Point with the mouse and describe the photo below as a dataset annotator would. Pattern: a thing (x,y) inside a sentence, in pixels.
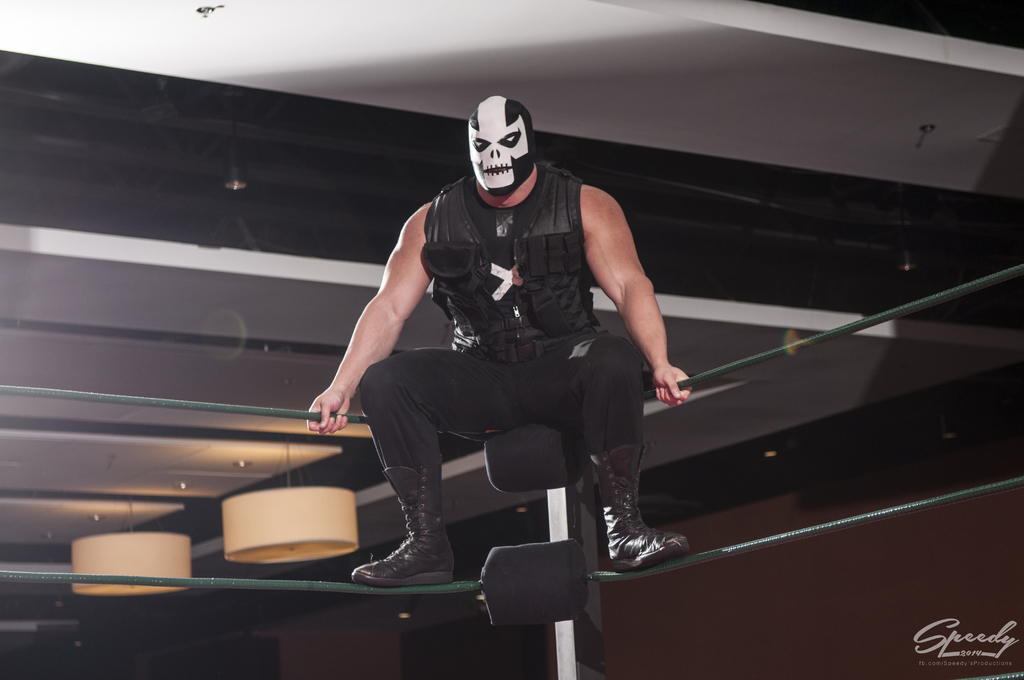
In the center of the image (546,233) there is a person (436,447) sitting on the rope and he is wearing a mask (517,160). In the background of the image (764,588) there is a wall (787,618). On the left side of the image (225,531) there are lights (349,494). There is some text (981,659) written on the bottom of the image (950,644).
